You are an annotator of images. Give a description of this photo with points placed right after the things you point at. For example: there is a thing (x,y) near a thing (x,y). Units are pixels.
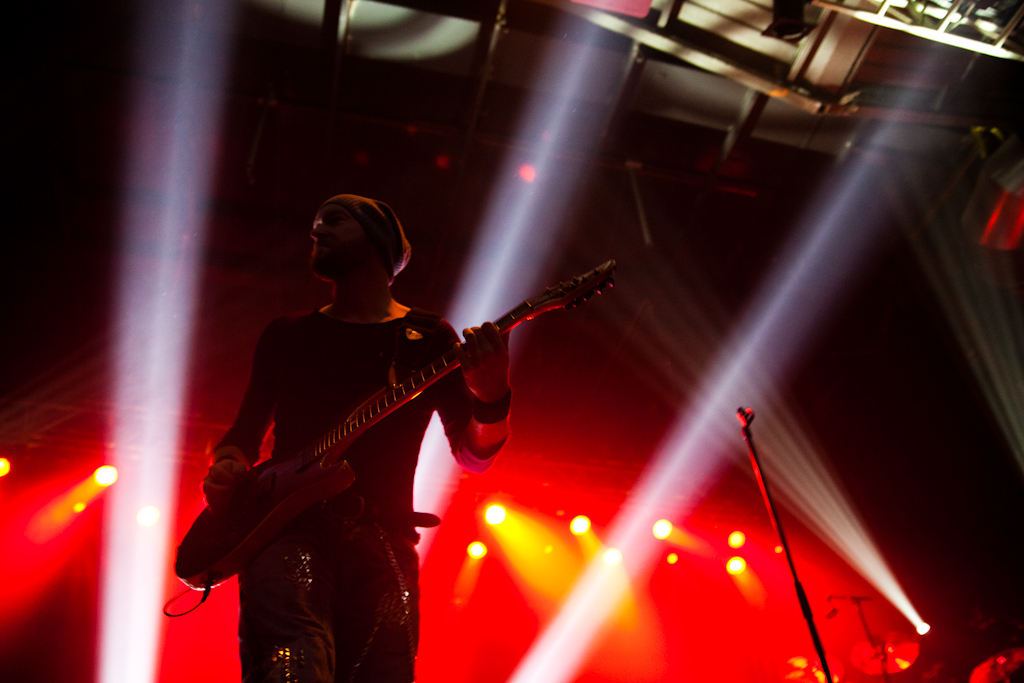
This picture shows a man (301,617) standing on the stage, playing a guitar (327,471) in his hands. In the background (516,575) there are some lights (509,540) here.
